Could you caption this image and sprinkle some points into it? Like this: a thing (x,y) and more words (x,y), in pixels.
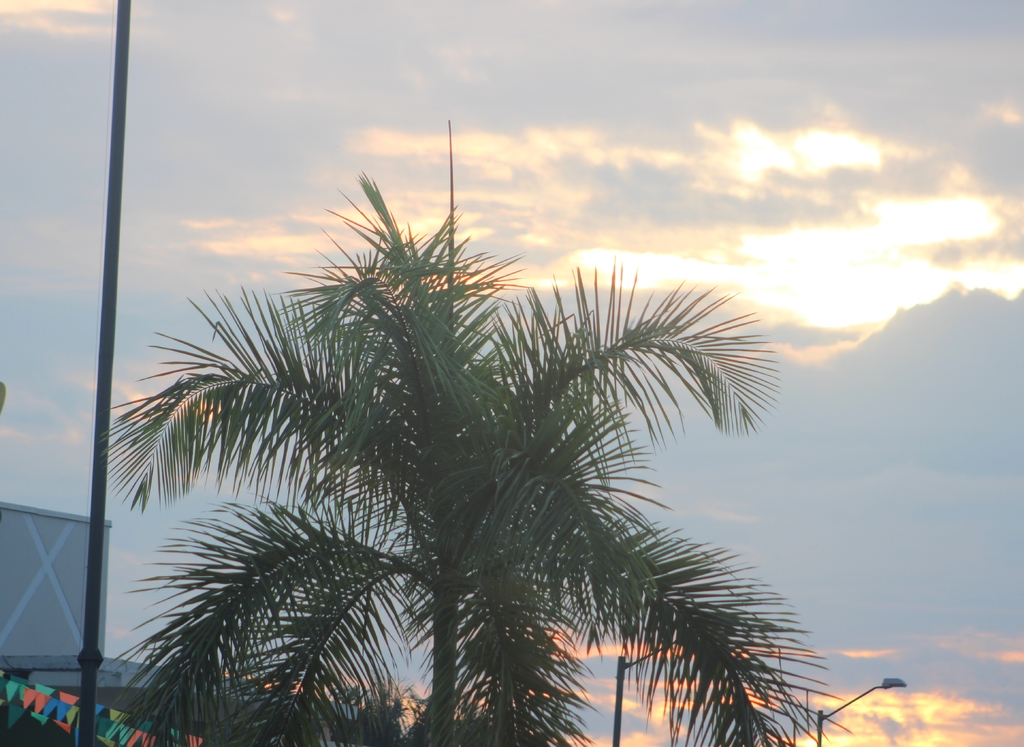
In the center of the image (411,431) we can see a tree (666,589), electric light poles (92,714), flags (132,734), wall (52,572) are present. At the top of the image (837,193) clouds (787,450) are present in the sky (804,443).
